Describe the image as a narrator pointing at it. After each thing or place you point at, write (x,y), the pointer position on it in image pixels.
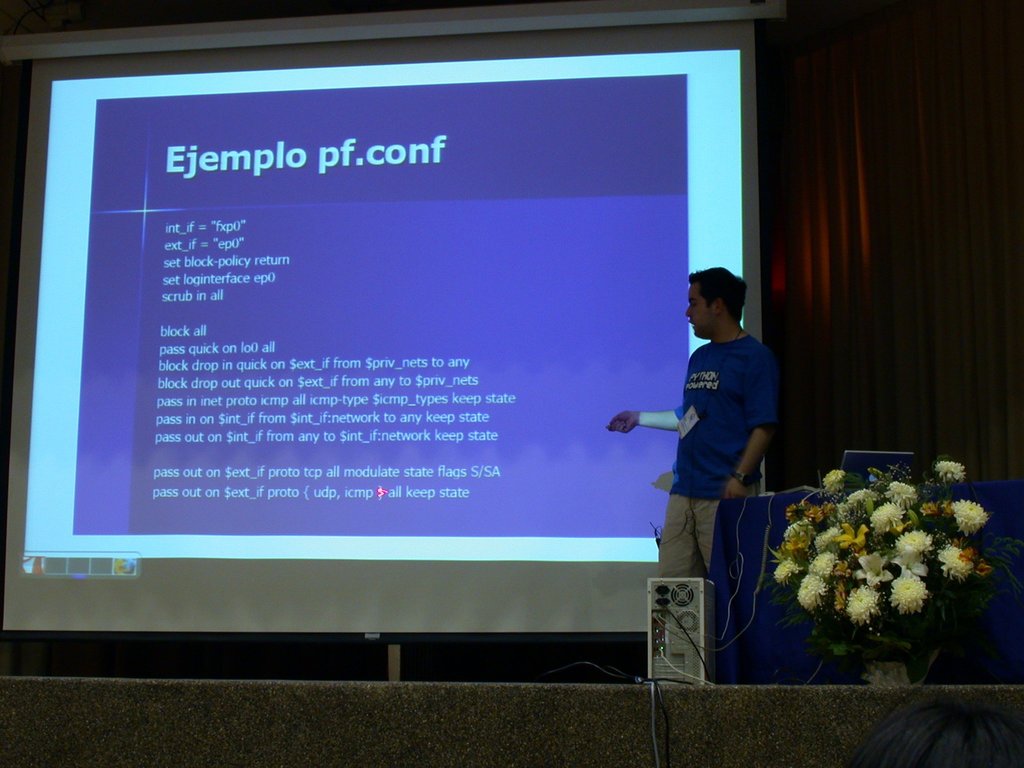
In this image, on the right side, we can see a man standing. We can see a flower bouquet (857,659) and a CPU (662,659). We can see the projector screen (568,623) and a curtain (916,179).
